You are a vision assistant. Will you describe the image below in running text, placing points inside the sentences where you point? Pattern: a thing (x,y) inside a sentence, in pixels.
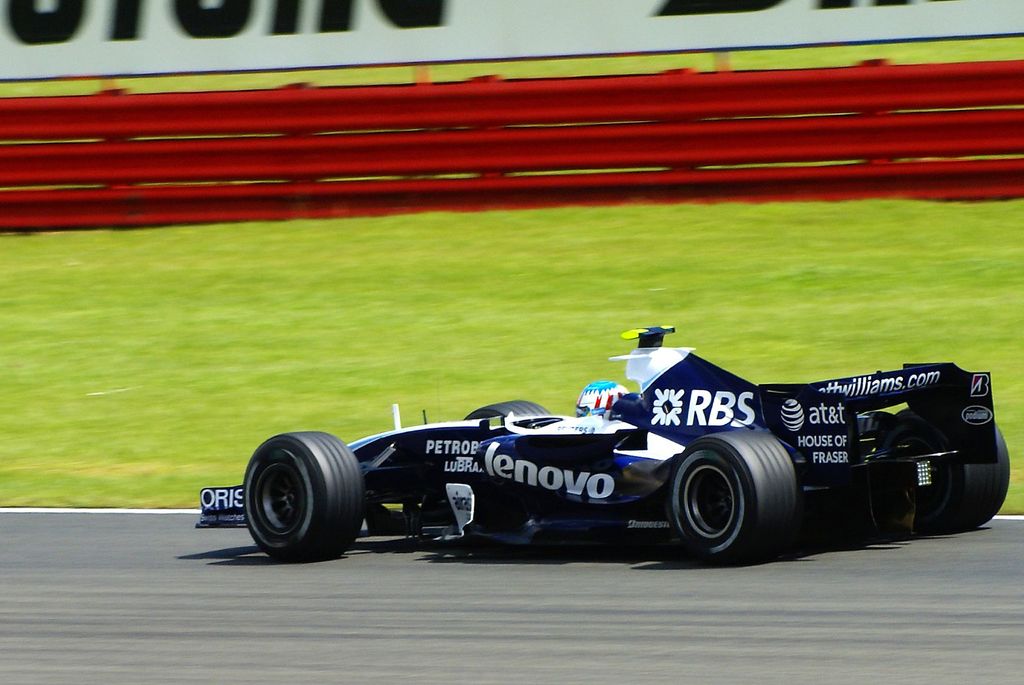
In this image we can see F1 car (419,521) which is of black color moving on the track (354,579) and in the background of the image (422,206) we can see grass (593,66) and red color fencing (535,152).
